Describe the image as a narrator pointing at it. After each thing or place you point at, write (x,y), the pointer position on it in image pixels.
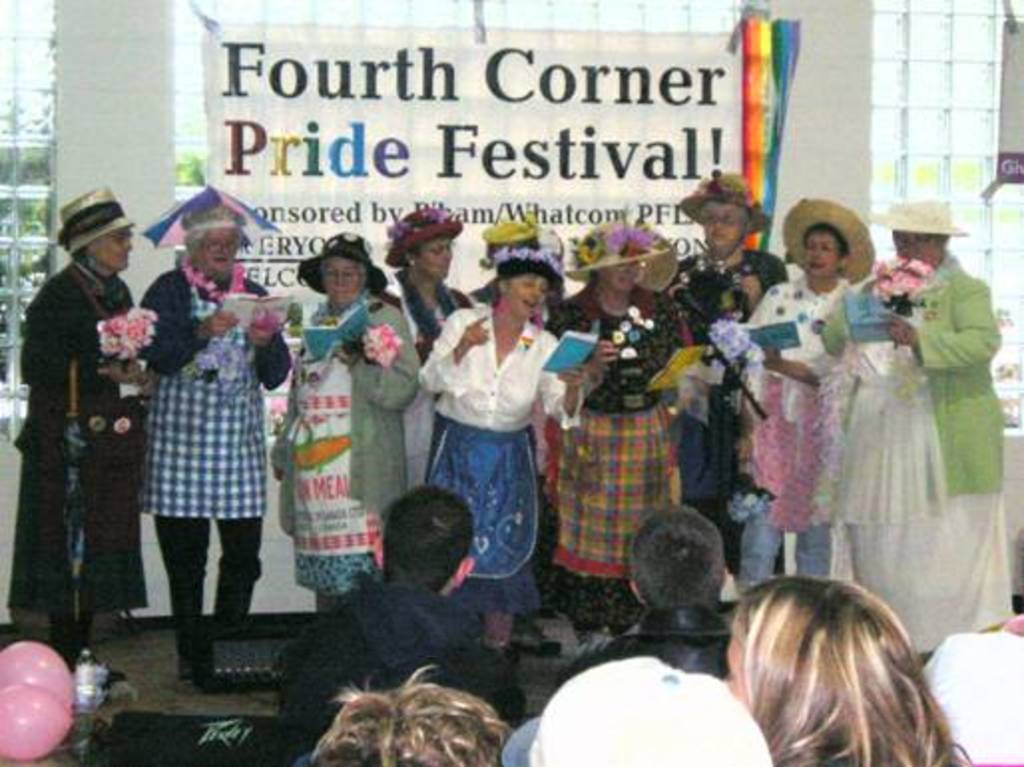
The picture is taken inside a hall (422,390). In the foreground (364,690) there are few people (900,700). In the background (55,532) there are many people (186,405) holding books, few are holding bouquet (386,357). All of them are wearing hats (340,235). In the background (330,218) there is glass wall (36,96), banner (438,117) Here there are balloons (43,669) and bottle (96,688). Through the glass wall (28,191) we can see outside there are trees (27,268).
